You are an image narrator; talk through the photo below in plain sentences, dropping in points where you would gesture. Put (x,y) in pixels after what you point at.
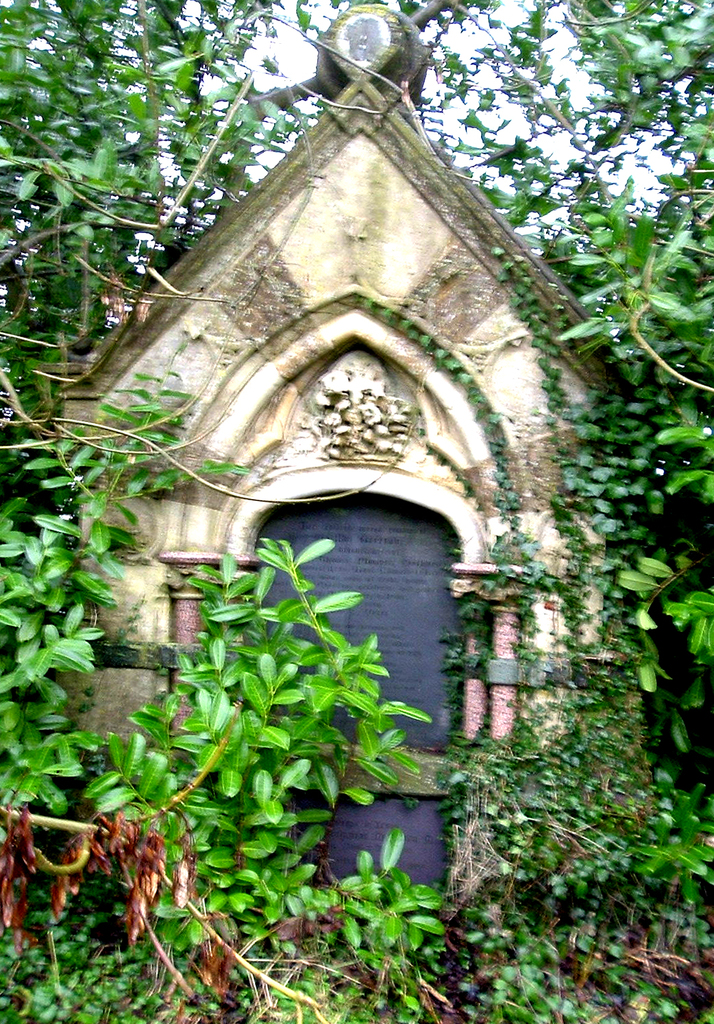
In this picture I can see there is an arch (129,604) and there are plants (358,672) around the arch (394,798). In the backdrop (176,87), there are trees (569,262) and the sky (565,74) is clear.
